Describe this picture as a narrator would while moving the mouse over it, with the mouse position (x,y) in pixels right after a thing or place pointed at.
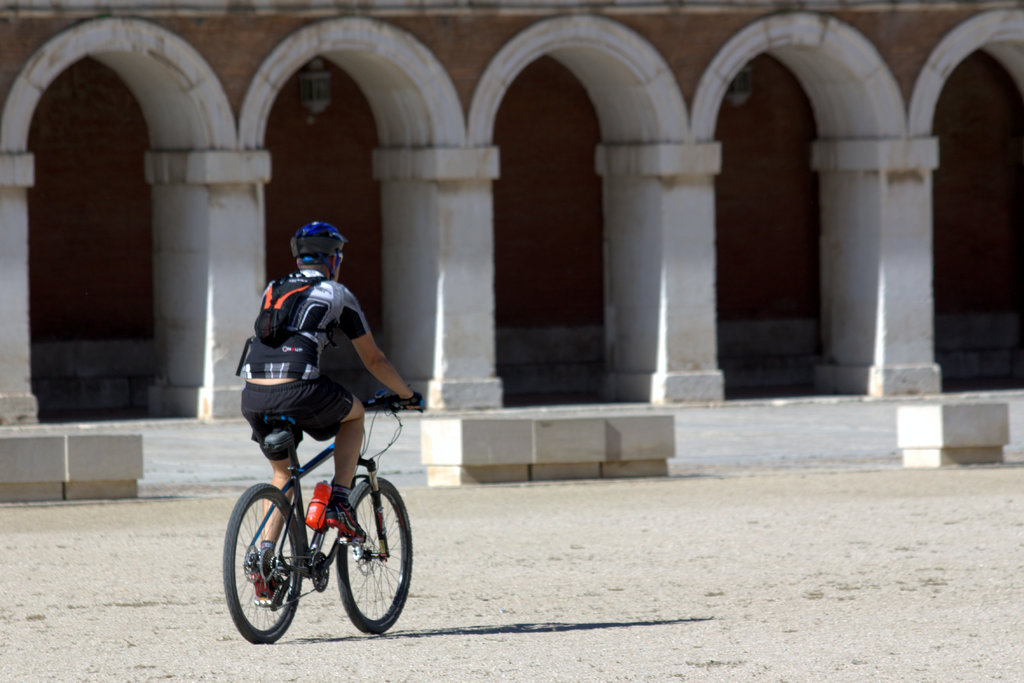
In this image we can see a person (326,225) riding a bicycle (410,541) on the road (622,574). Here we can see stone platforms (937,415), pillars (234,355), arches (44,65), and walls (734,248).
